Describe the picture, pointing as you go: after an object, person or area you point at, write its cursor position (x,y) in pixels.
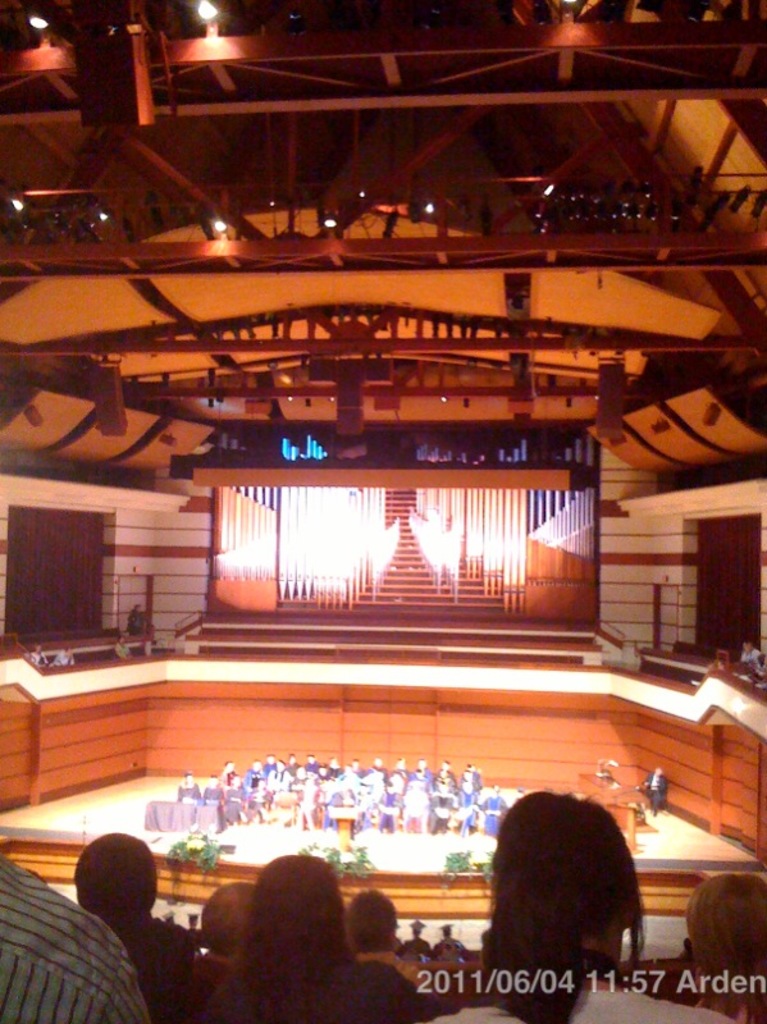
In the image it looks like there is some event being conducted in a hall (606,698), there are many people (329,788) sitting on the stage (52,818) and in front of the stage (39,855) there is a huge crowd (561,905), there is a wooden wall (520,702) around the stage (597,799) and above that there is a pipe organ (495,513), there are many iron rods (344,244) to the roof (575,287) of the hall (164,310).
